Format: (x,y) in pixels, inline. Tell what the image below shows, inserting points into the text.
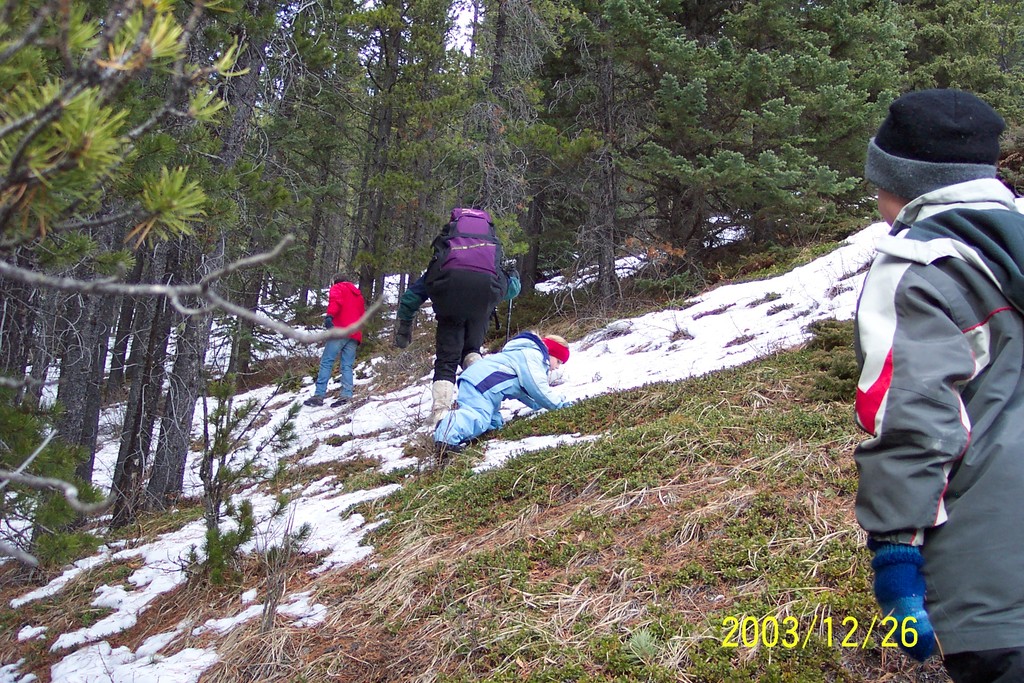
In this picture we can see few people (506,379), in the middle of the image (480,294) we can see a person (513,290) and the person (476,307) wore a bag (469,271), in the background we can find few trees (219,263) and snow (291,449), at the right bottom of the image (850,628) we can see timestamp (832,630).
